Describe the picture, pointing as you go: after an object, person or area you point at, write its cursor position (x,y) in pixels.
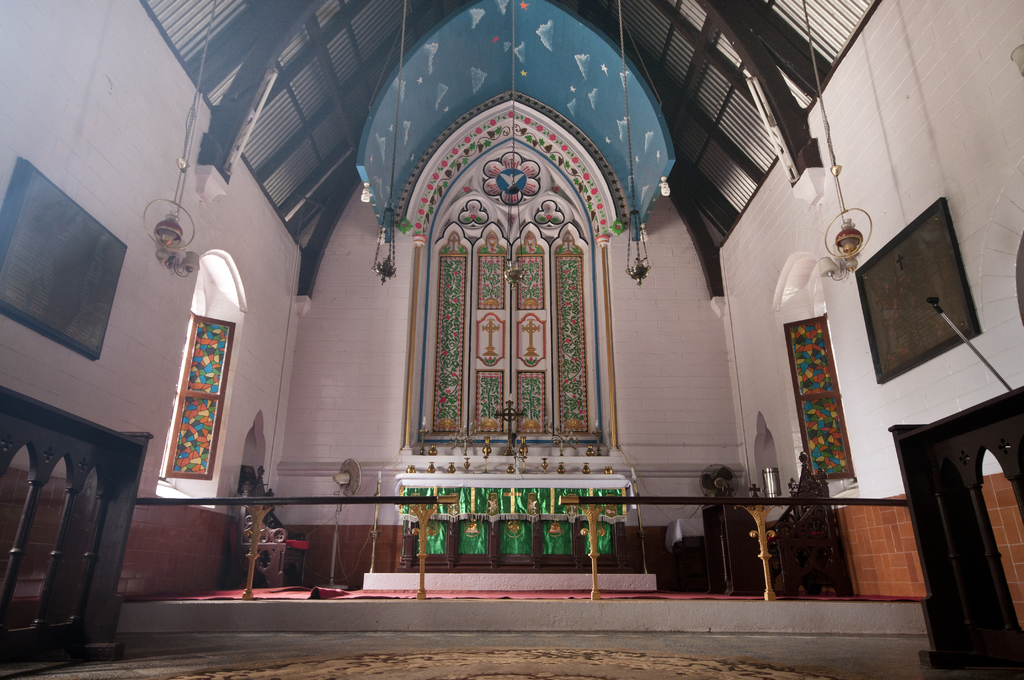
This is the inside view of a church (538,245) and on the left side (32,642) we can see a wooden fence (105,573). There are window doors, frames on the wall (21,365), objects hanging to the roof top (820,10), cross symbol (507,424), designs (546,268) on the wall (643,518), cloth (574,519), table fans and other objects (693,539).
